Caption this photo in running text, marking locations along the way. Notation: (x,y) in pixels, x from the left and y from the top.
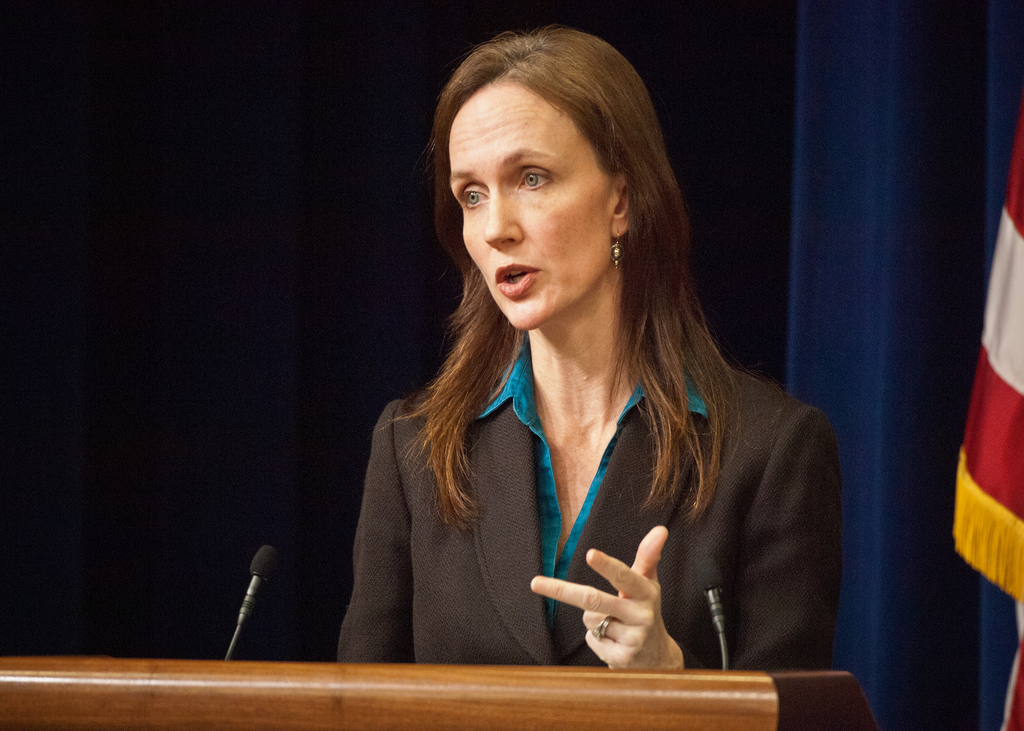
There is one woman (594,469) standing and wearing a black color blazer (472,596) in the middle of this image (520,473). We can see Mic (228,652) at the bottom of this image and there is a curtain (815,202) on the right side of this image (893,318) and it is dark in the background (296,187).
